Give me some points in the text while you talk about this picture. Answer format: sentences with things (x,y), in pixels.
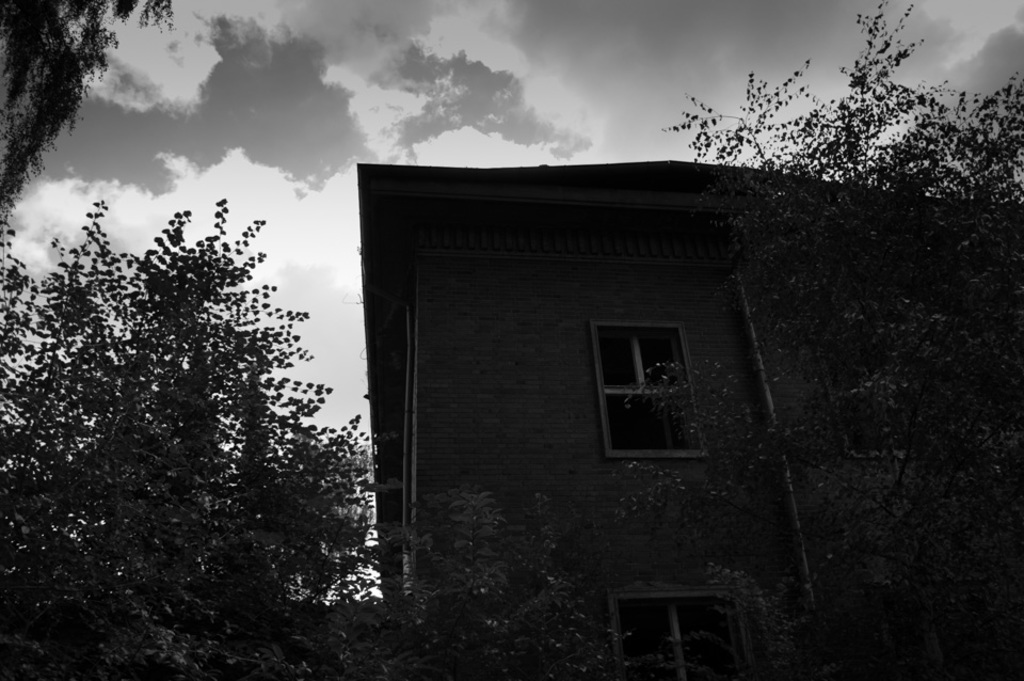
It is the black and white image in which there is a building (598,403) in the middle (596,400). At the top (308,48) there is the sky (288,58). There are trees (267,498) around the building (478,373).
